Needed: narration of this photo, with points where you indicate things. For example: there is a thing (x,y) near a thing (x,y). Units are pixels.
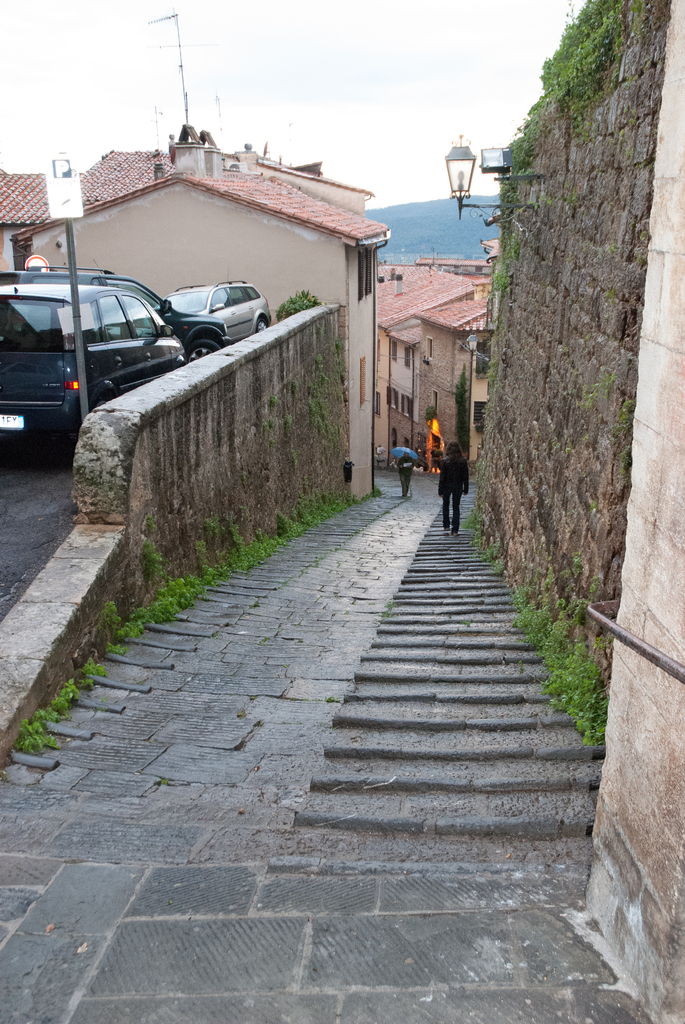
At the bottom of the image (268,831) there are steps (392,672) and also there is a slope (428,489). There are two persons (447,463) walking. On the right side of the image (630,375) there is a wall (565,396) with creepers (594,71) and a lamp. On the left side of the image (145,444) there is a wall (229,484). Behind the wall (302,340) there are cars (54,395) and there is a pole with a sign board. In the background (460,293) there are houses (377,315) with roofs (427,289), walls (337,296) and windows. At the top of the image (388,163) there is sky (377,87).
